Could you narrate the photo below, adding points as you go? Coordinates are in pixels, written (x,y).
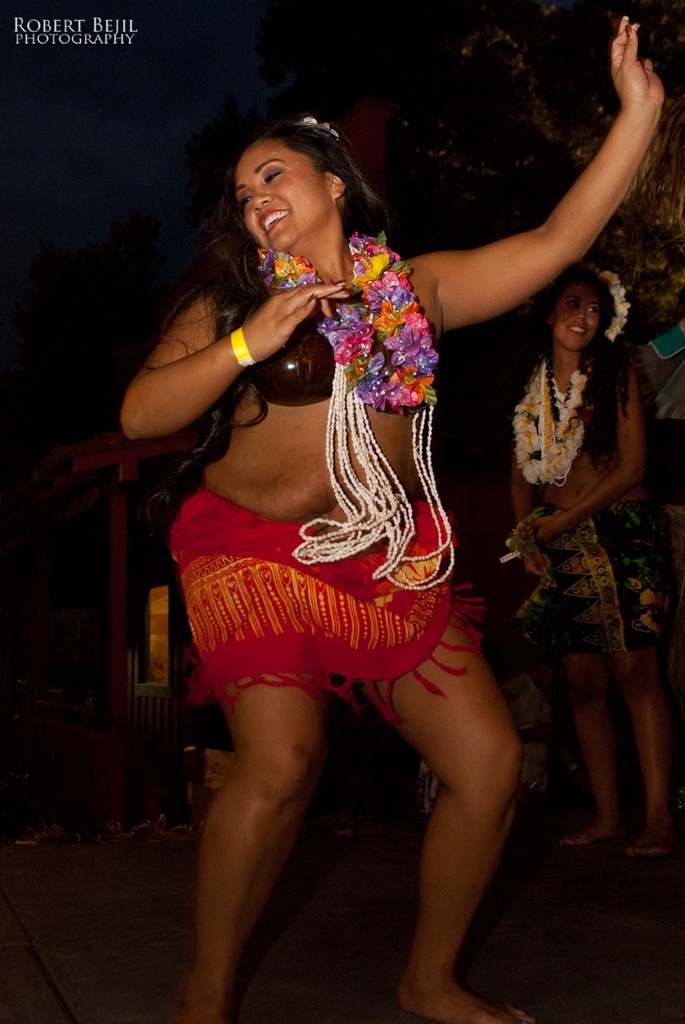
In this picture we can see the group of people (279,519) and in the foreground (285,240) we can see a woman (269,353) wearing garland (380,340) and seems to be dancing and in the background (536,355) we can see the sky (166,92), trees (153,286) and a woman (575,396) wearing garlands (566,420), smiling and standing on the ground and we can see some other items (88,715) in the background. In the top left corner (102,30) we can see the text (88,31) on the image.
